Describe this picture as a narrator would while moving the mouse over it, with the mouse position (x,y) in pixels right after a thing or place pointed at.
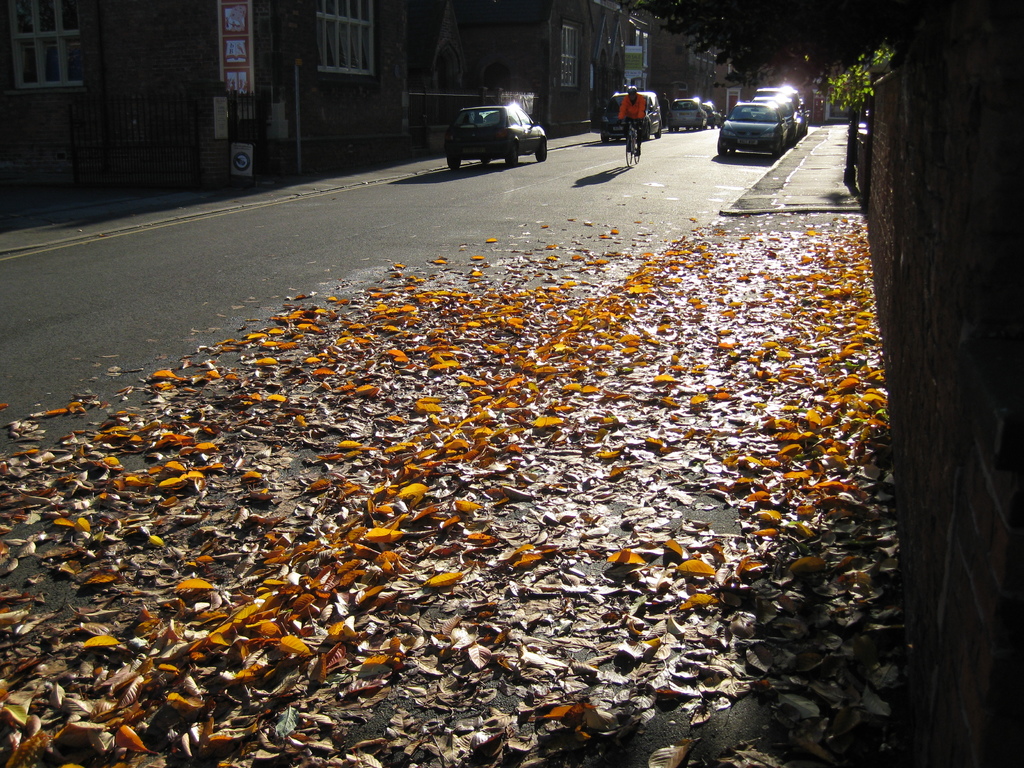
On the right side of the picture (937,118) we can see the wall (975,130), trees (809,53). On the left side of the picture (156,97) we can see the buildings (499,53), windows (17,62), board (245,166), fence (262,156). On the road (707,209) we can see the vehicles (719,108) and a person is riding a bicycle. We can see the dried leaves (504,652).
